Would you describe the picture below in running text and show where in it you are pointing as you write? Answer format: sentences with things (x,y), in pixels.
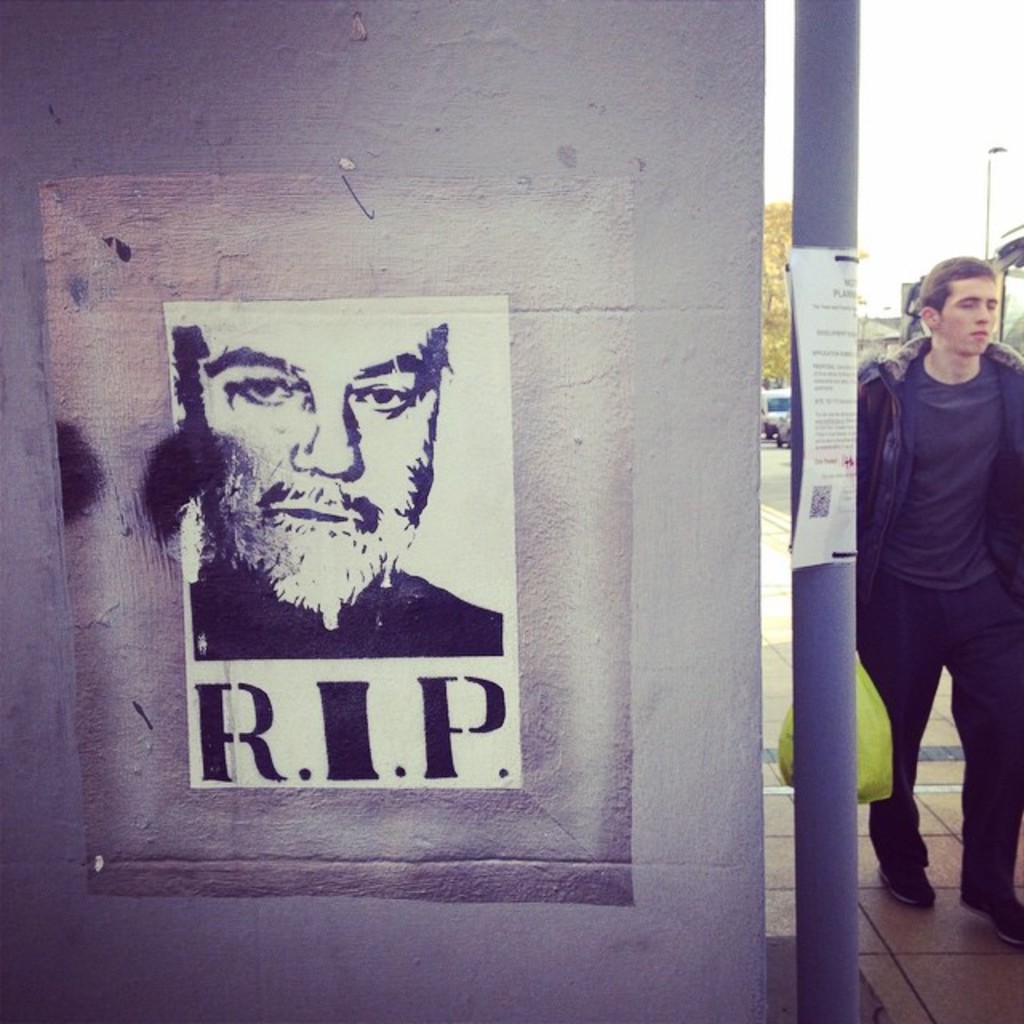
In the image there is a wall (537,521) and on the wall (44,750) there is a poster (485,688), on the right side (808,136) there is a pole (807,38) and behind the pole (808,136) there is a man (920,467).
